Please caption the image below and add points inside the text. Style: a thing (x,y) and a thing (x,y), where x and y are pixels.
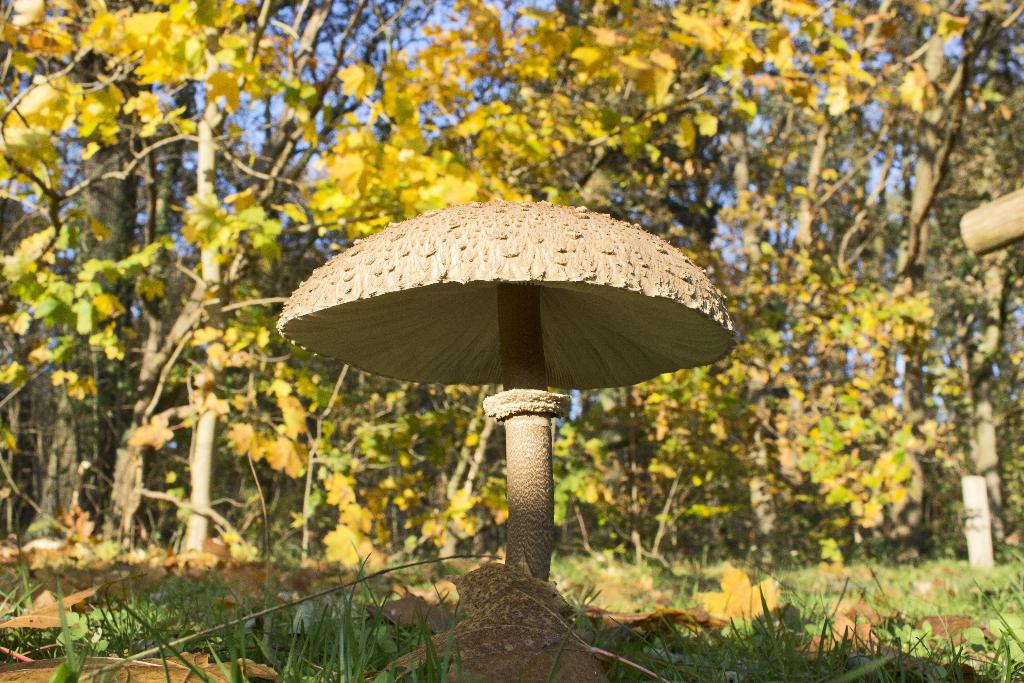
In the foreground of the picture (473,653) there are dry leaves (482,645), grass (899,624) and mushroom (464,275). In the background (832,328) there are trees (174,285). Sky (163,96) is sunny.
